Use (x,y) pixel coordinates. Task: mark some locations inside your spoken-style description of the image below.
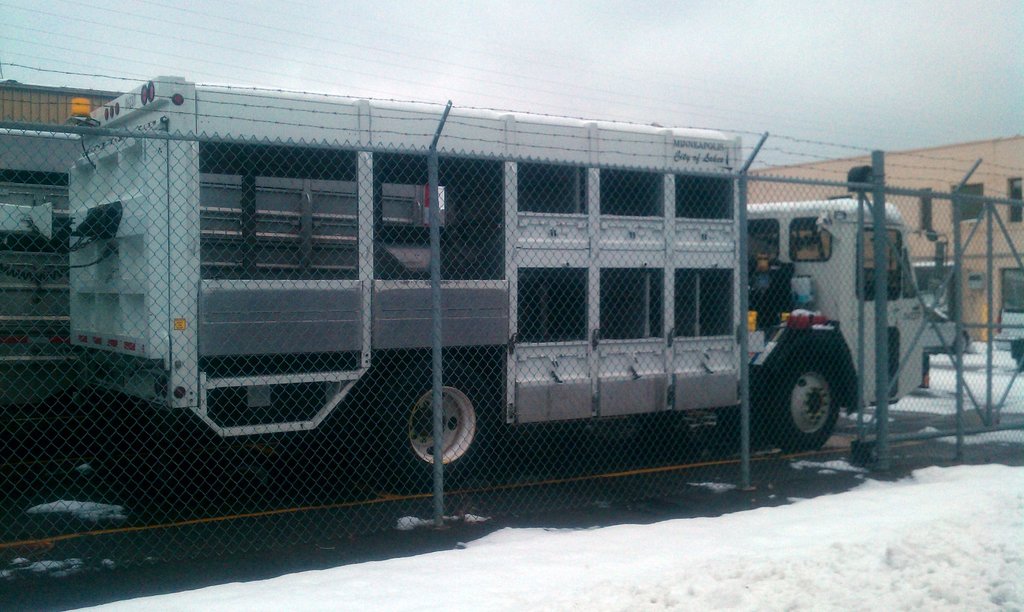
In this picture we can see a fence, here we can see vehicles (354,119) on the ground (615,508) and we can see a building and we can see sky (298,4) in the background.
